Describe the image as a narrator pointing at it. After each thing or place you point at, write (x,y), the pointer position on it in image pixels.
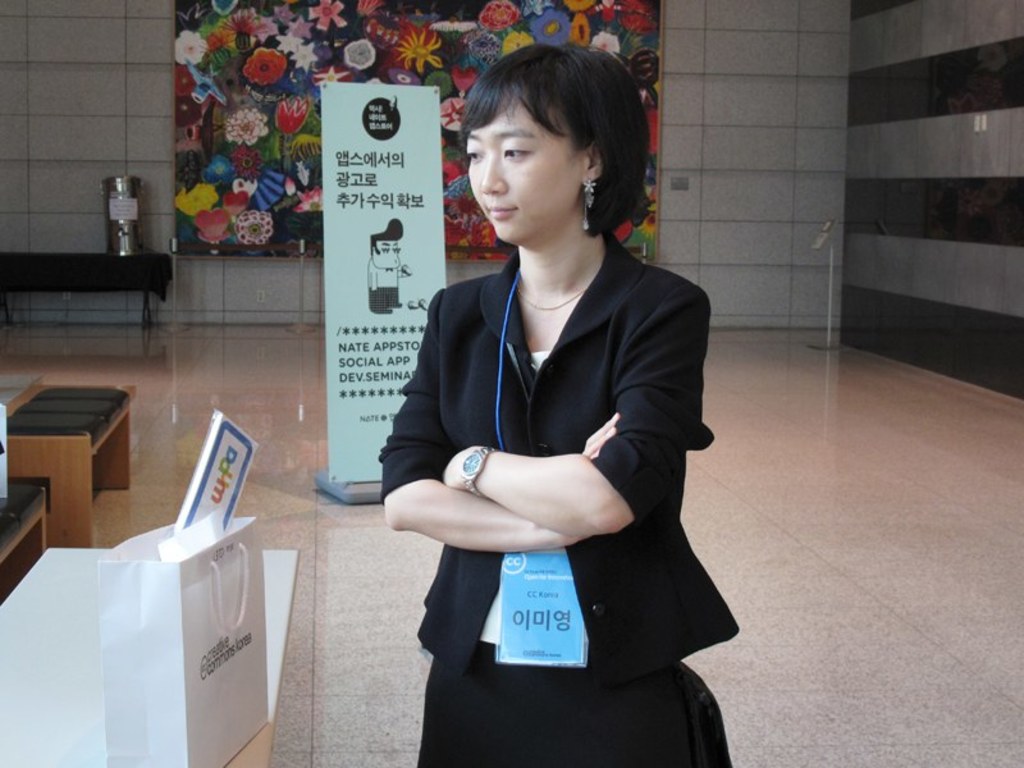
In the given image we can see a woman (554,342) standing and wearing a watch (470,466) in her hand (475,467). This is a identity card (555,608). Back of her there is a poster (363,180).
